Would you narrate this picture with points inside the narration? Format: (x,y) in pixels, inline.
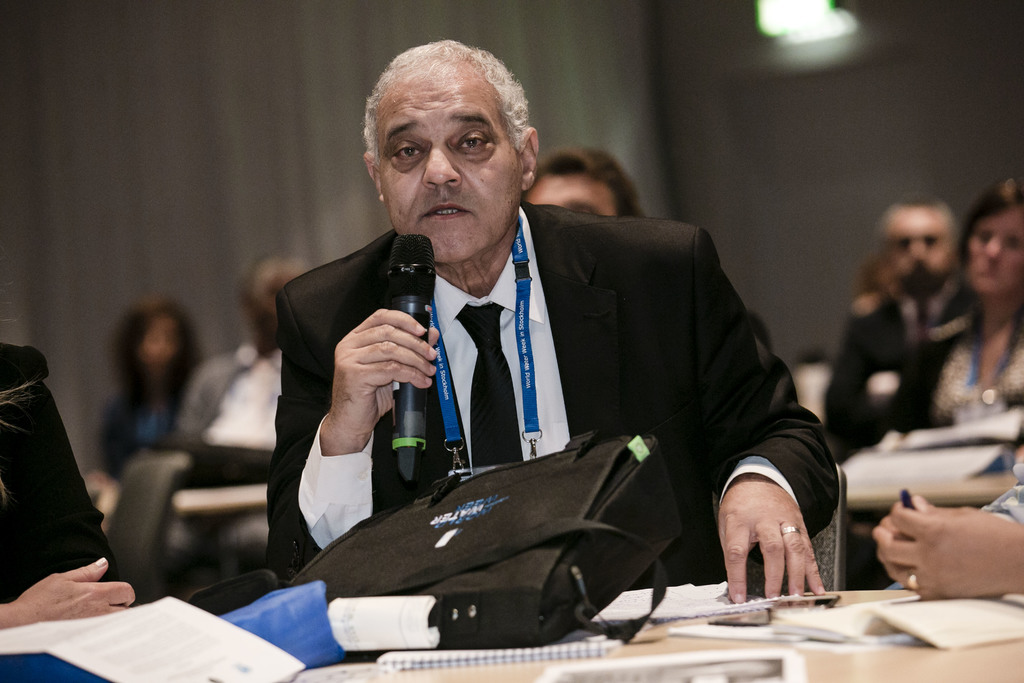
In this image in the middle (536,267) a man (604,297) wearing black suit (617,384) is holding a mic (408,272). He is talking something. In the foreground (492,543) on the table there are papers (436,635), bag (572,587). In the background (231,536) there are many people (975,392), chairs (158,489), tables (233,502). This is a light (793,15). This is a curtain (221,54).
